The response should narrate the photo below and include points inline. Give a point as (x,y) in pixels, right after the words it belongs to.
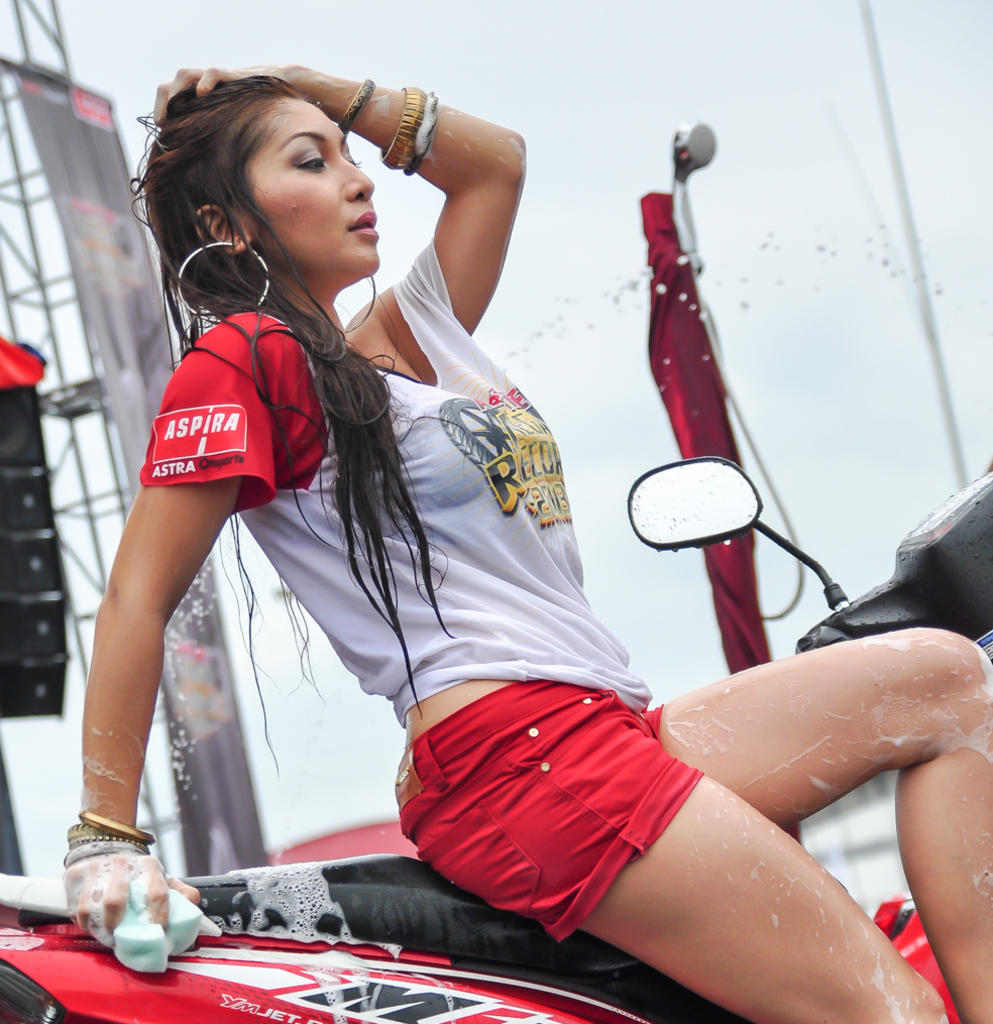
In this image I see a woman (314,429) who is wearing red and white t-shirt (413,485) and red shorts (525,780) and I see that she is sitting on a bike (417,980) which is of black and red in color and I see the soap (173,916) in her hand (110,928) and it is blurred in the background (40,344) and I see the banner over here and I see the red cloth (673,364) over here and I see the sky (551,192).
